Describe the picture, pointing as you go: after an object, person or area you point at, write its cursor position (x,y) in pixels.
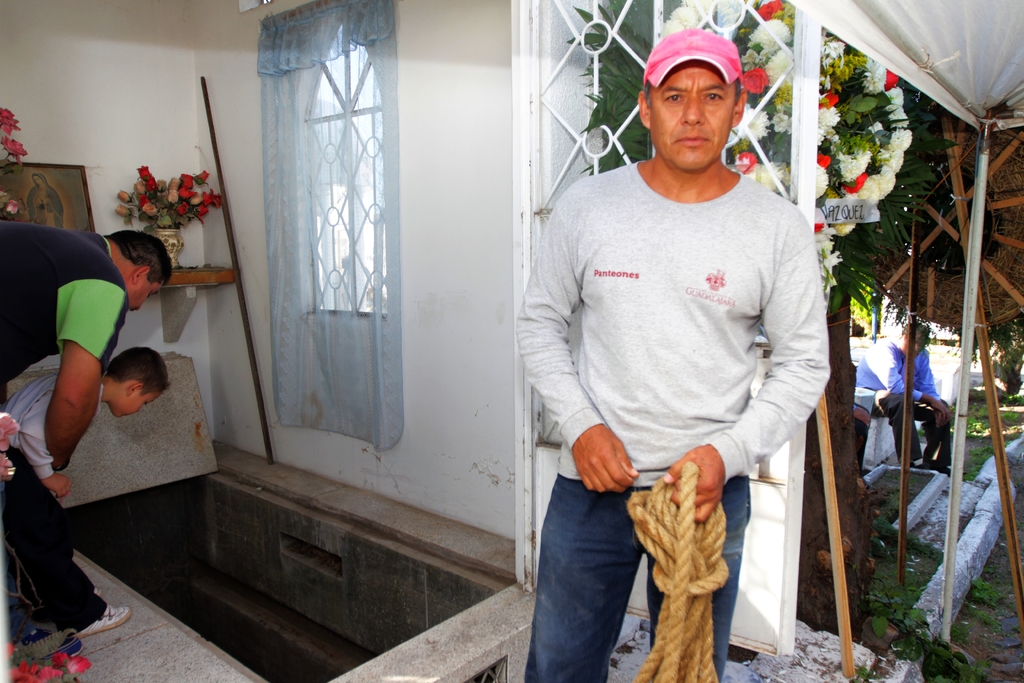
In the middle of the image (587,356) a man (583,422) is standing and holding a rope (683,488). Behind him there is a wall (236,35), on the wall (236,35) there is a door (620,16) and curtain (282,71) and window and there are some flower vases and frame (53,209). Behind the door (754,11) there are some trees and flowers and tent (933,70). In the bottom left corner of the image (106,516) two persons (105,366) are standing and watching and there's a hole (223,484). In the bottom right corner of the image (983,682) there is grass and few people (914,330) are sitting.
